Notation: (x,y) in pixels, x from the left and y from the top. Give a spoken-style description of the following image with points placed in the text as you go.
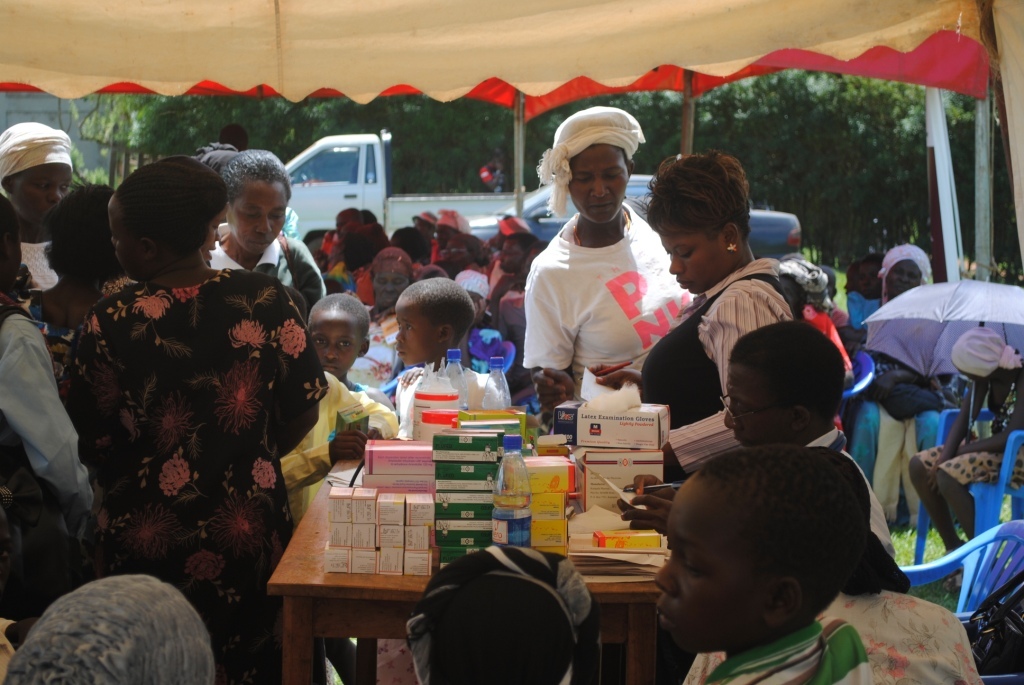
In this image we can see people (583,348). In the center (520,448) there is a table (641,616) and we can see a bottle (517,463) and boxes (439,490) placed on the table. In the background (473,210) there is a vehicle (329,167), tent (222,82) and trees (766,135) and there are chairs (981,555).
